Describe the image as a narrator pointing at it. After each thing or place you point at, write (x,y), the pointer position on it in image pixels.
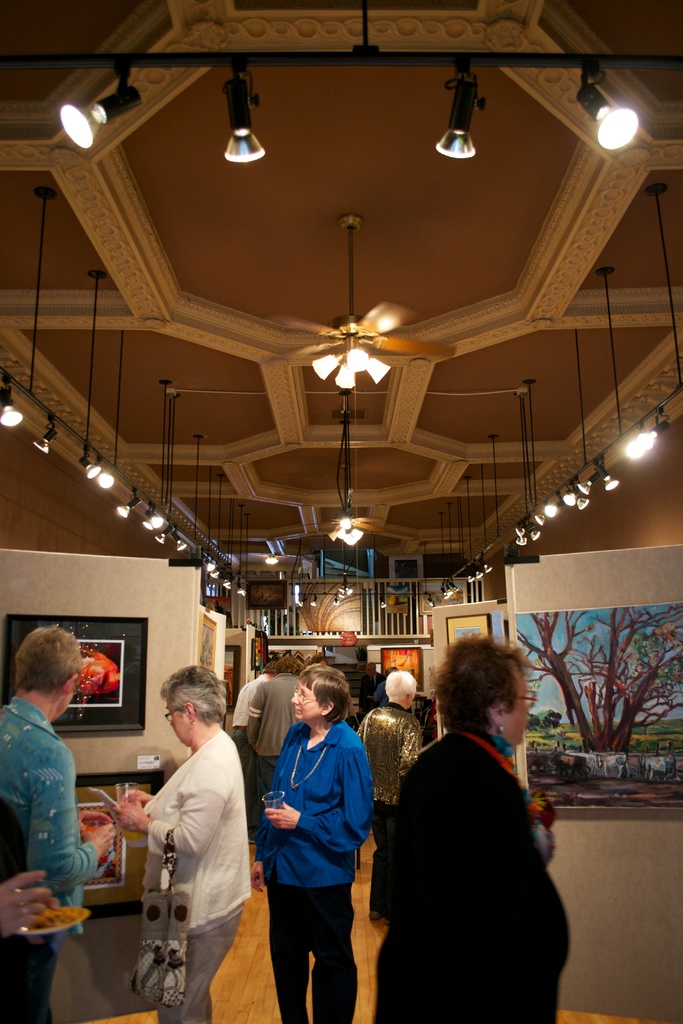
In this picture we can see some people (203,780) are in a room (253,792), behind we can see a painted frames (595,711) on a boards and we can see lights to the roof (248,301).
